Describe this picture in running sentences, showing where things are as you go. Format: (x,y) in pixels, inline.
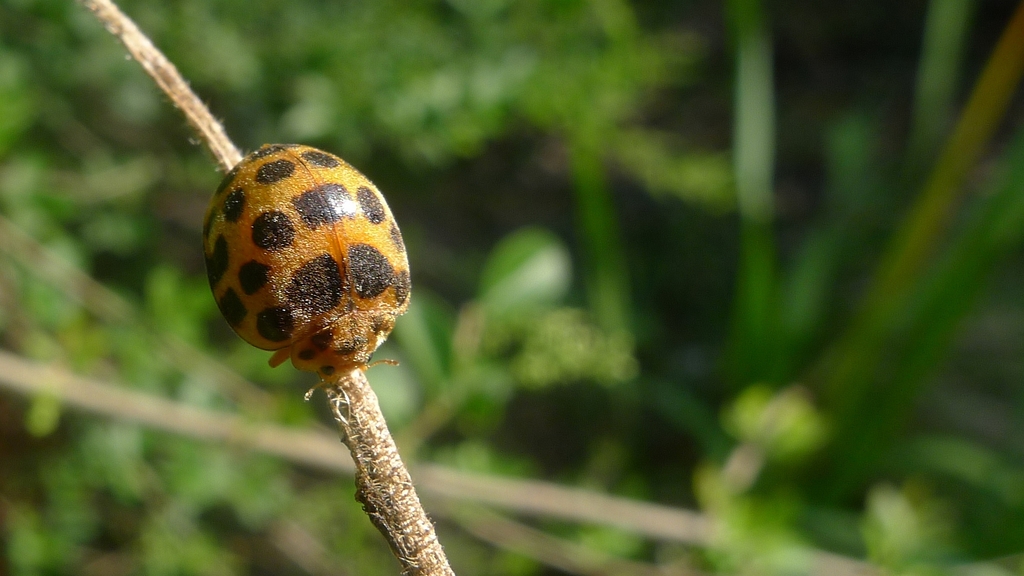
In this image there is an insect (316,331) on the stem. Behind there are few plants (1016,471) having leaves (553,318).
